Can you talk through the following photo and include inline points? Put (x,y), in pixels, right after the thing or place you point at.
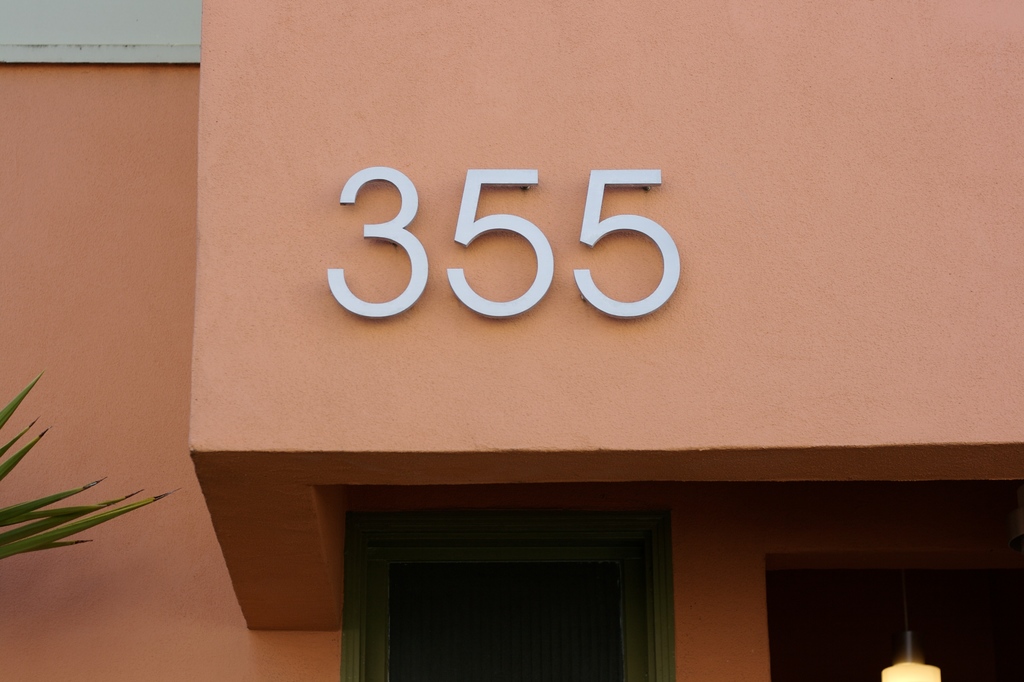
In this image, I can see the plant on the left side (65,516) and at the bottom (646,526) there is a door (657,538), and 355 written on the wall (417,147).
